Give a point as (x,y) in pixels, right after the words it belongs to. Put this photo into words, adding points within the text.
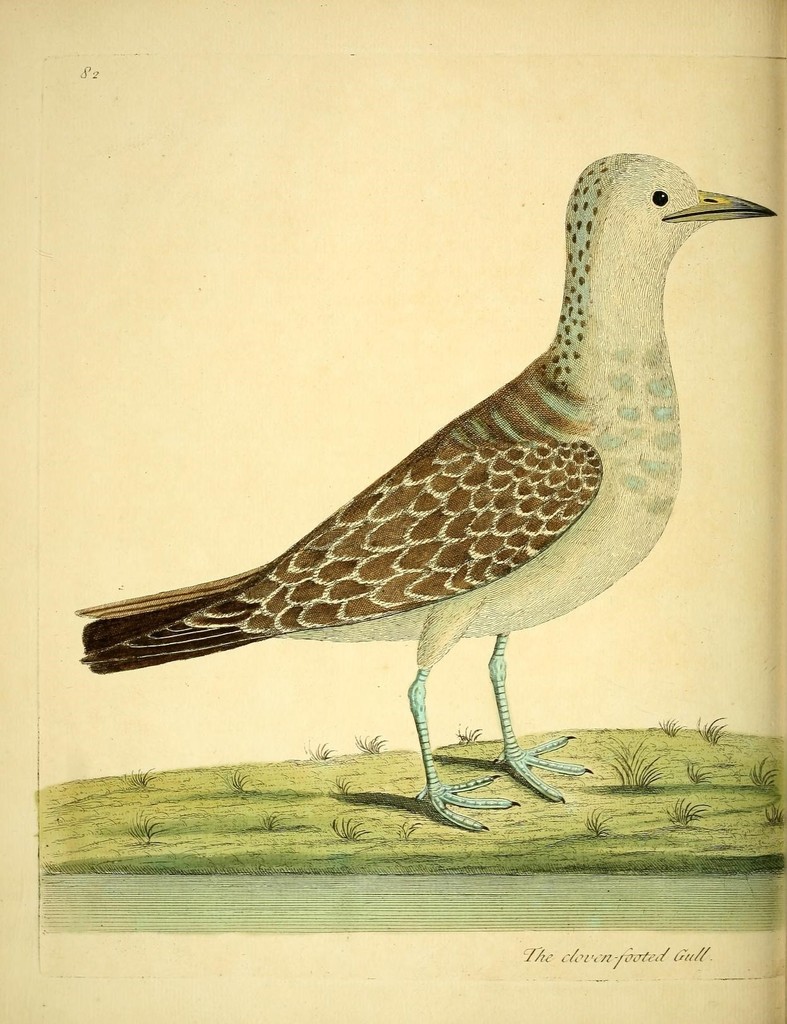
In this image I can see a poster (445,534) of a bird (412,485).
